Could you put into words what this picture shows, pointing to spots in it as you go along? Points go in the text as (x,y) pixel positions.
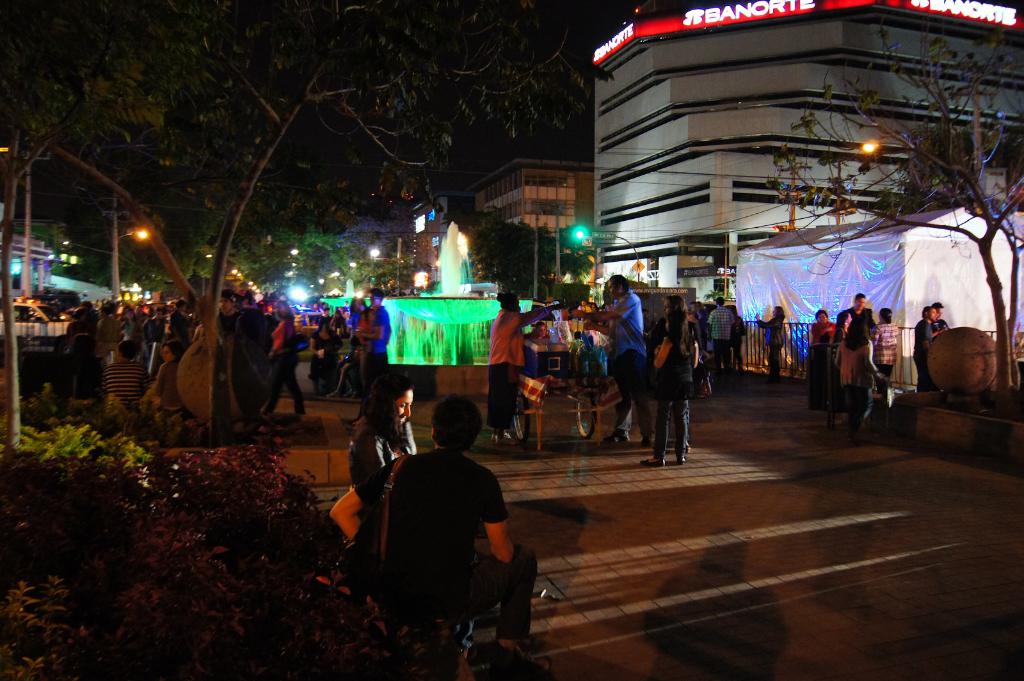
This picture is clicked outside. In the center (626,391) we can see the group of persons (378,398). On the left (156,617) we can see the plants (212,538) and there are many number of objects (605,396) placed on the ground (605,482) and we can see a fountain (440,323), lights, poles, trees (11,325), buildings (656,288) and a white color tent (969,227). In the background (548,142) there is a sky (554,130) and we can see the text (717,11) on the building (610,122).
